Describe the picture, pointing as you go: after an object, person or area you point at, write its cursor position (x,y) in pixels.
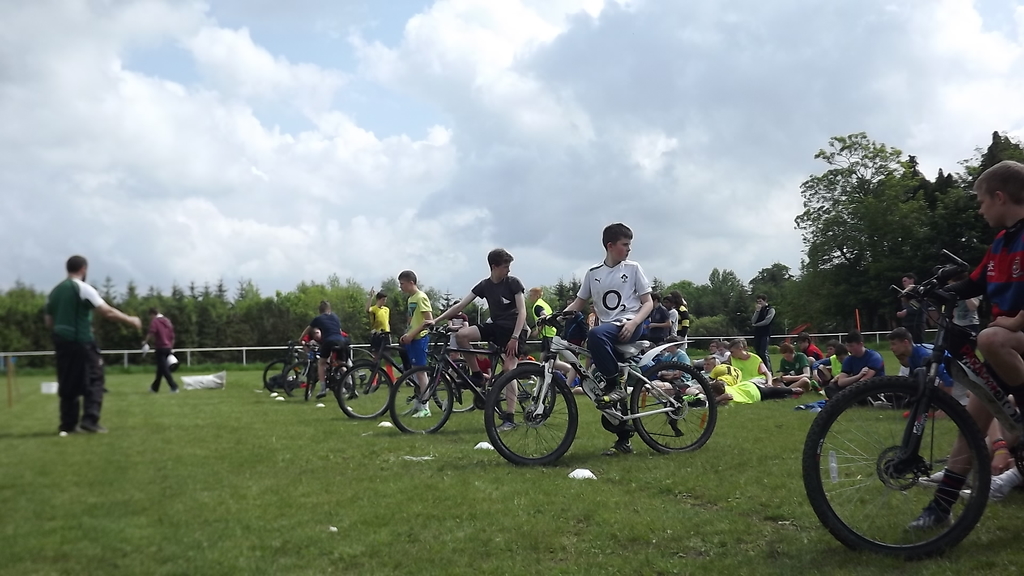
To the bottom of the image (352,436) there is grass (637,409) on the ground (403,392). There are few people (619,330) with bicycles (642,412) are on the ground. Behind them there are few people (778,373) sitting on the grass (267,396). At the back of them there is a fencing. Behind the fencing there are many trees (815,287). To the top of the image (380,90) there is a sky (254,170) with clouds (551,170).
